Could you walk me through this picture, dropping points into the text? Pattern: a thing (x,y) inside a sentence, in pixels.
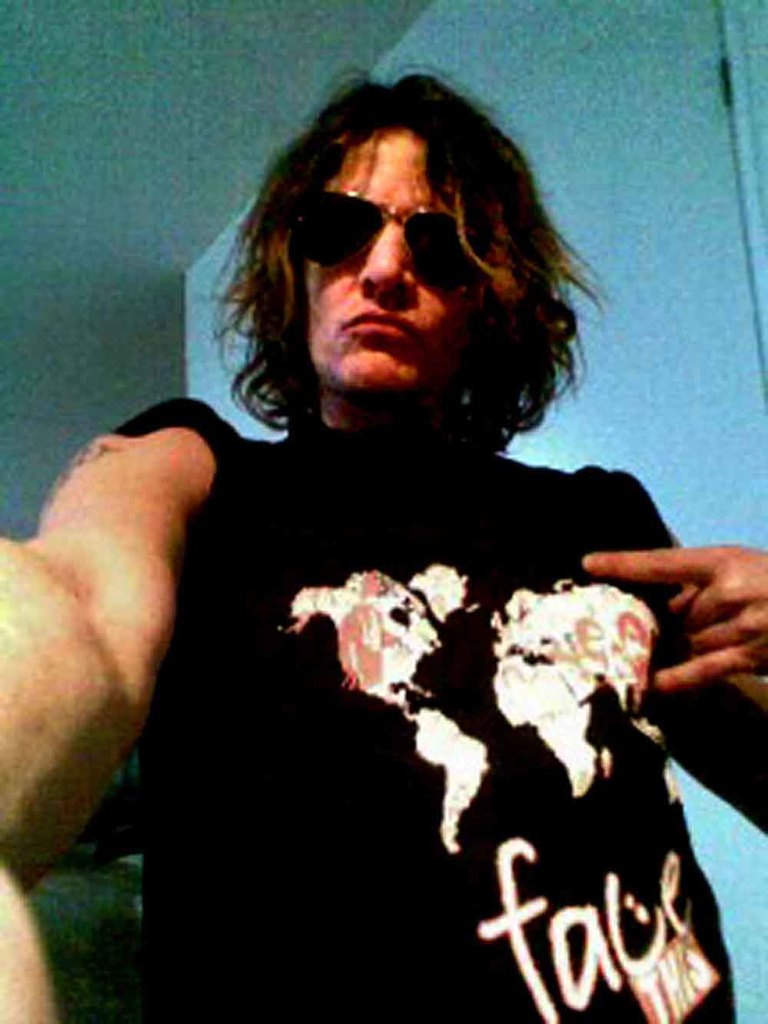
In this image I can see a man (439,623), he is wearing a t-shirt (431,706) and spectacles (441,276).
